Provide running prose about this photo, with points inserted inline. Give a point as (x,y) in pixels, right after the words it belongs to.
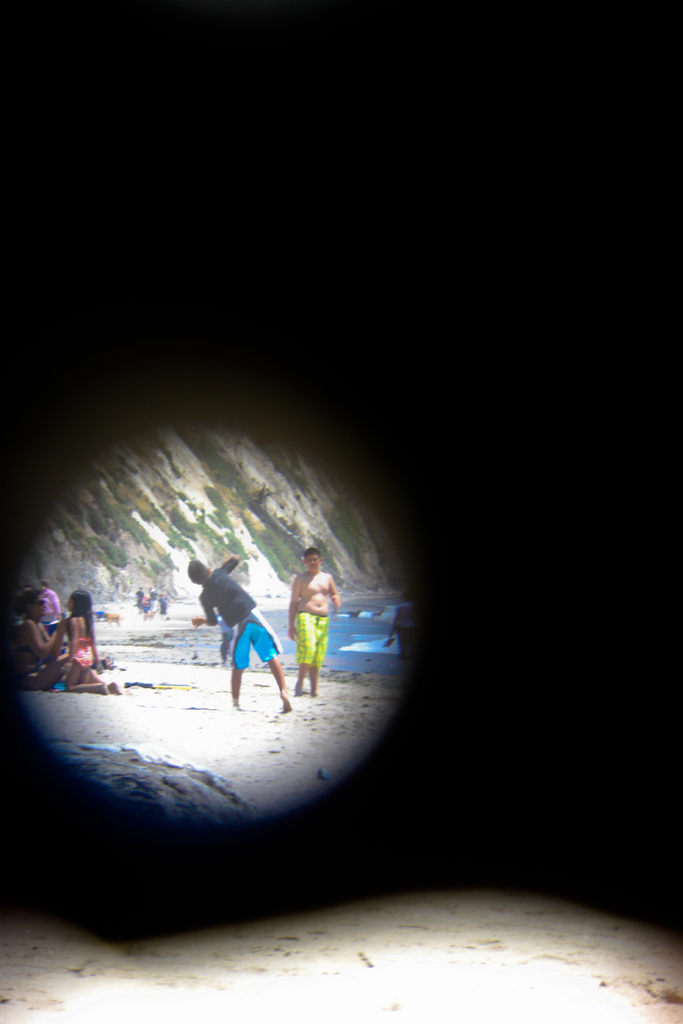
We can see a dark object (652,291) and through the hole (138,777) of this object (13,549) we can see few persons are sitting and standing on the sand (100,697) and we can see water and grass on the ground (191,659). At the bottom (180,1017) we can see the sand (246,968).
